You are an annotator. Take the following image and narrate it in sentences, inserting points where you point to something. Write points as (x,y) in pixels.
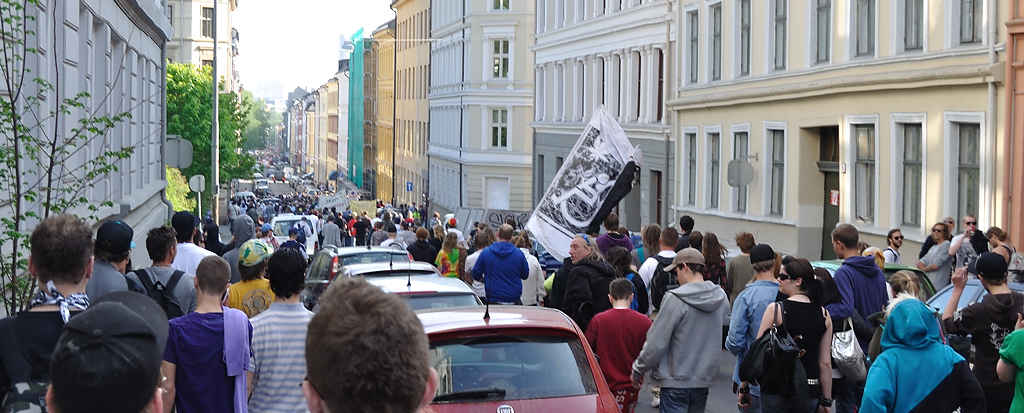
In this image I can see number of people (261,232) and vehicles (242,190) in the center (462,250) and I see few of them are holding boards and banners (556,211). On the both side of this picture I can see the buildings (843,14) and few trees (196,146). In the background (281,8) I can see the sky (273,64).
